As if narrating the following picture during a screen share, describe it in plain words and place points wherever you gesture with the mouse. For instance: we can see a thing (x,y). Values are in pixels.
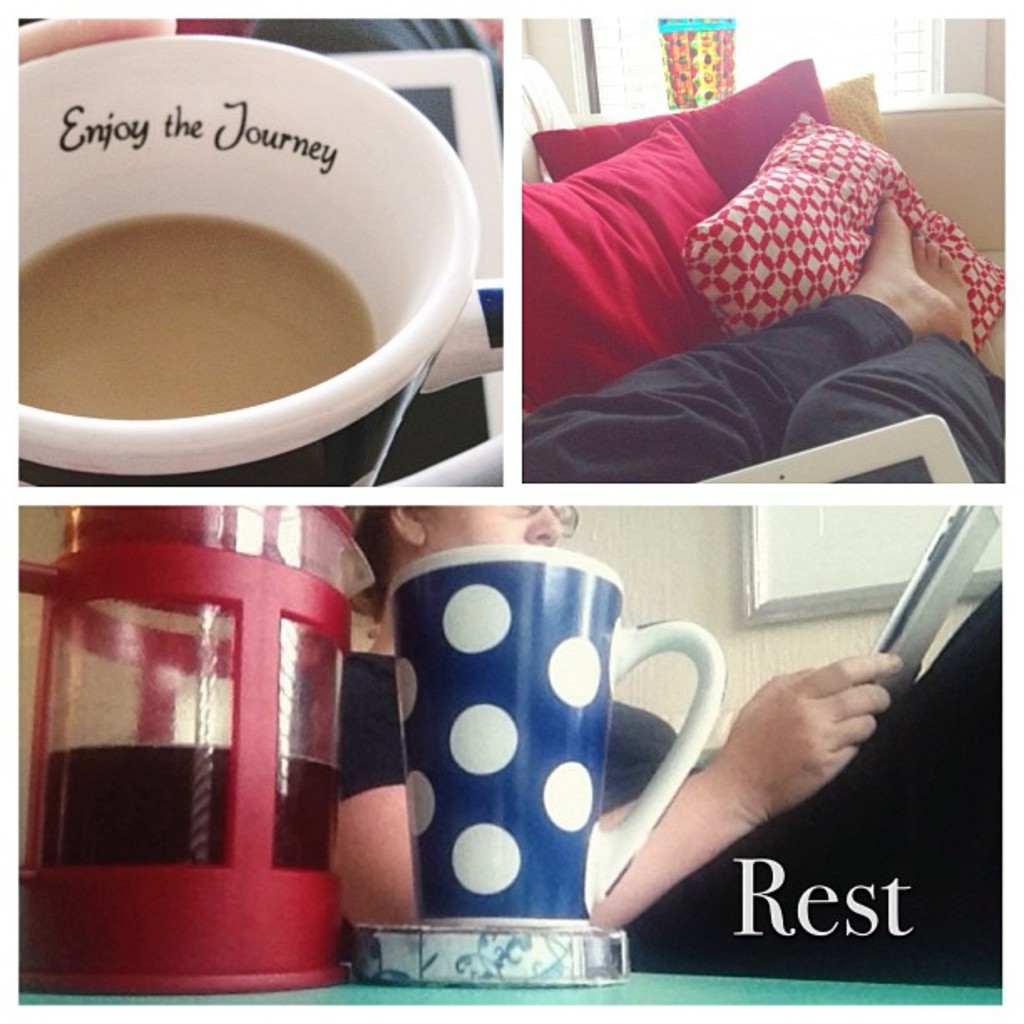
This image is a collage of three images. At the bottom of the image (362,842) a person (674,809) is resting on the couch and holding an object (904,656) in his hands (862,693). In the background (701,609) there is a wall (701,609) with a picture frame (773,548) on it. In the middle of the image (406,660) there is a cup (494,788) and there is a French press (183,768) with coffee (177,819) on the table (628,988). At the top of the image (432,132) there is a cup (230,169) of coffee (305,305). There is a person (92,34) holding a cup (156,45) and a person (783,344) is lying on the couch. There are a few pillows (806,215) on the couch (975,235) and there is a device (858,450). In the background (599,90) there is a wall (949,34) with a window (887,95) and there is a curtain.
